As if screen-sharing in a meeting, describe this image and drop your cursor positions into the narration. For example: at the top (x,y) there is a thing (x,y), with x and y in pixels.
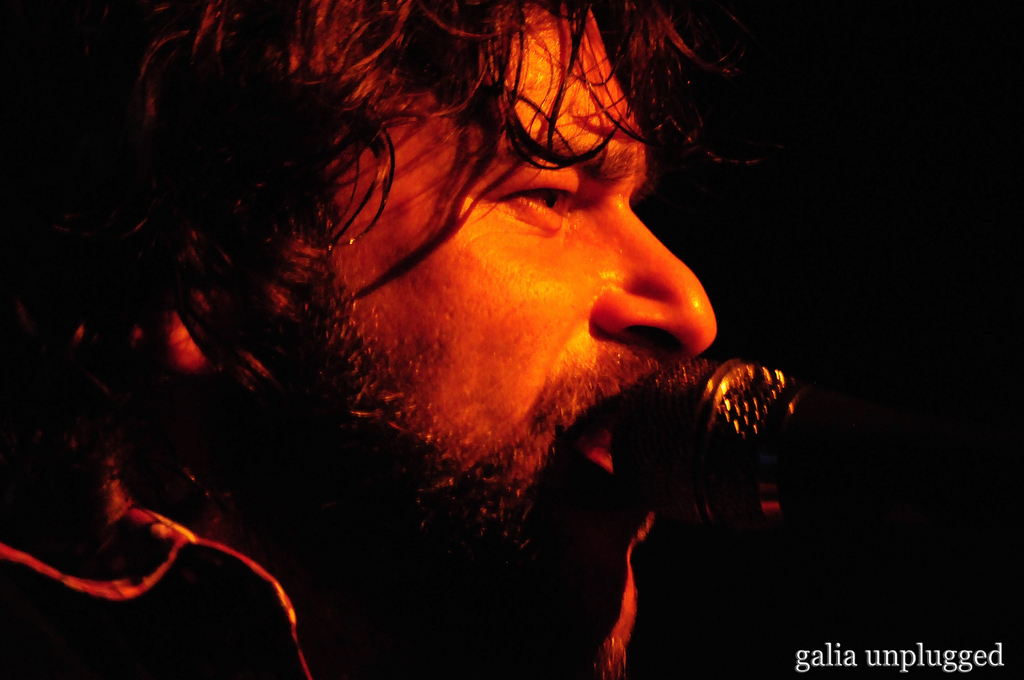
In this picture I can see a man (344,353) in front (570,34) and I can see a mic (730,424) on the right side of this picture (740,424) and I see that this picture is a bit in dark. On the bottom right corner of this picture (801,660) I can see the watermark (913,652).
